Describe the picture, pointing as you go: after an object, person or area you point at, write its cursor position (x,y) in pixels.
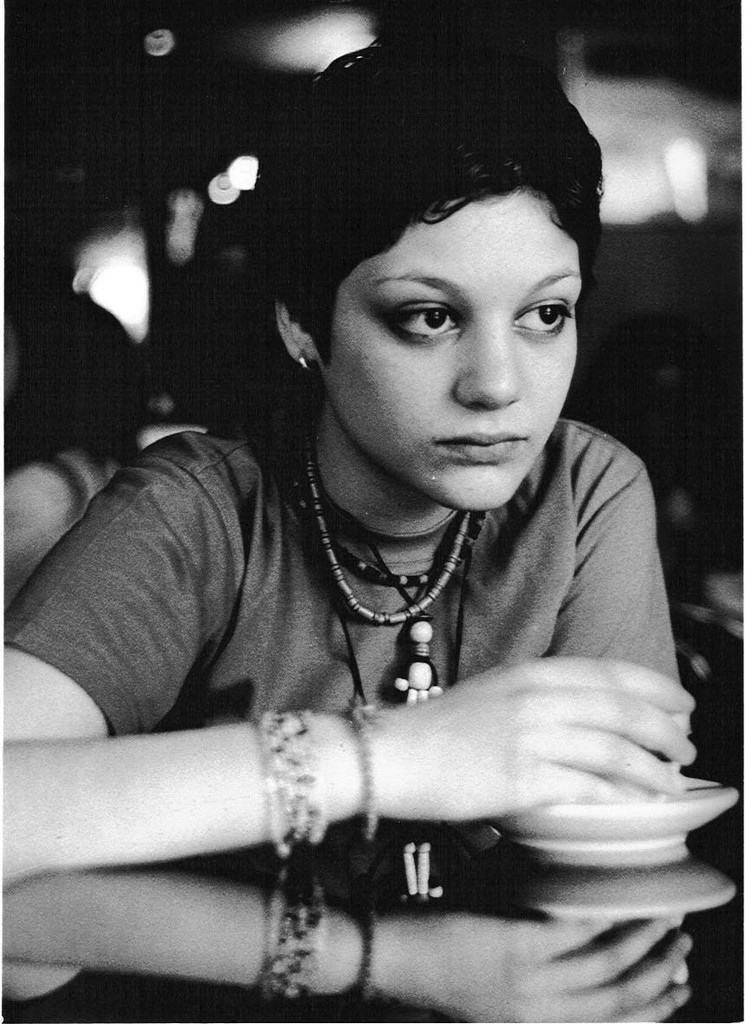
In the image we can see there is a person (332,668) sitting on the table (178,1018) and the person (461,816) is touching a dish (624,806) with her hand (652,763).
